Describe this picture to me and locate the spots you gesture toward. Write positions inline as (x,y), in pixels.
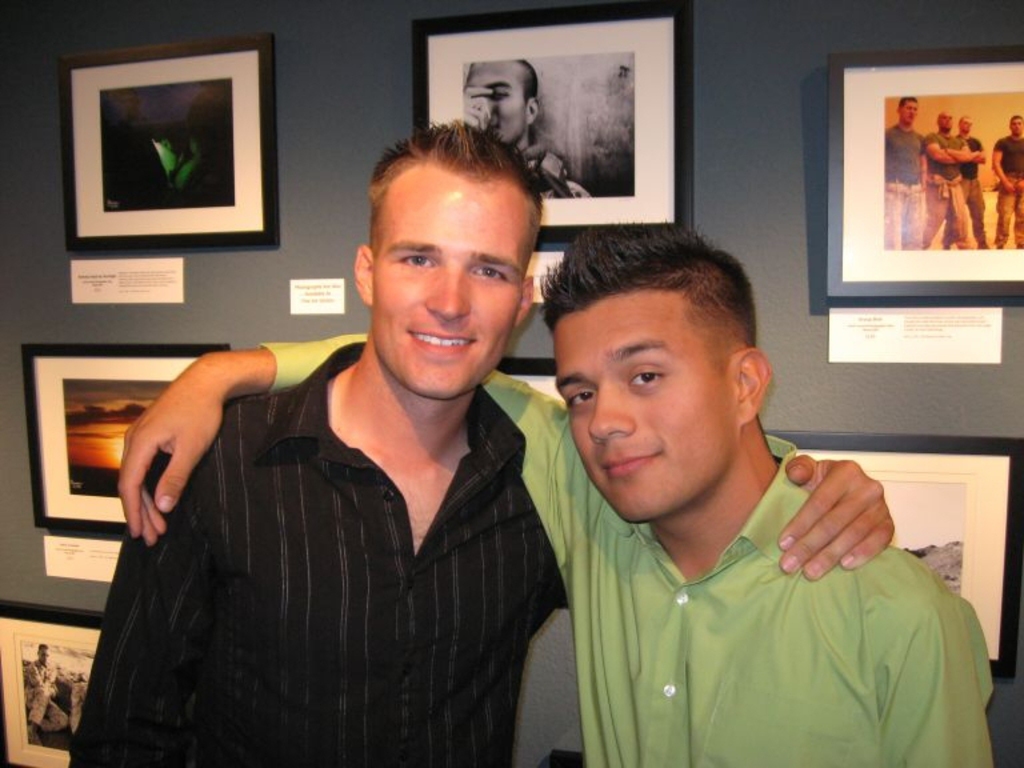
In this image we can see two men (747,609). One man (317,555) is wearing a black color shirt (315,589) and the other man (687,612) is wearing a green color shirt (782,639). In the background (589,222), we can see the frames (668,127) are attached to the wall (781,108).
